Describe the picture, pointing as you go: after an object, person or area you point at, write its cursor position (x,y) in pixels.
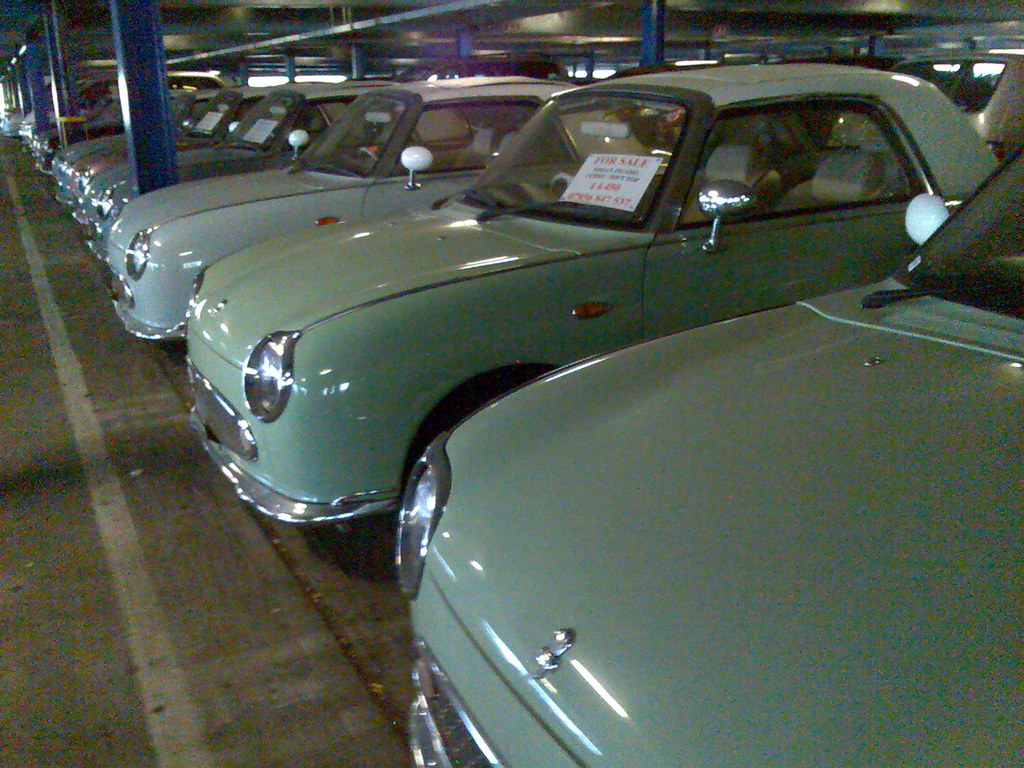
In this image we can see many cars (403,237). Also there are notices (589,167). On the notice (602,159) there is text (588,184). And there are pillars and lights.
